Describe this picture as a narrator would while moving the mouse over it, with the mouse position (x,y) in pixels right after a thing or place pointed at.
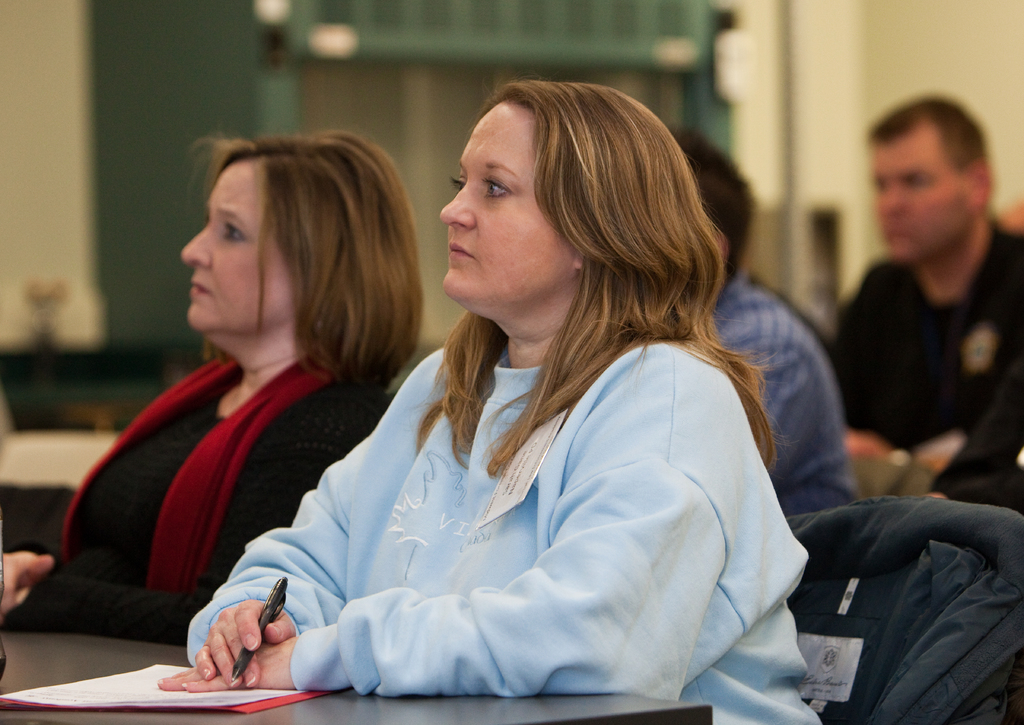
In this image we can see a group of people (585,465) sitting. We can also see some papers (143,693) on a table (289,712) and a pen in the hand (219,677) of a woman (194,690). On the backside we can see a wall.
